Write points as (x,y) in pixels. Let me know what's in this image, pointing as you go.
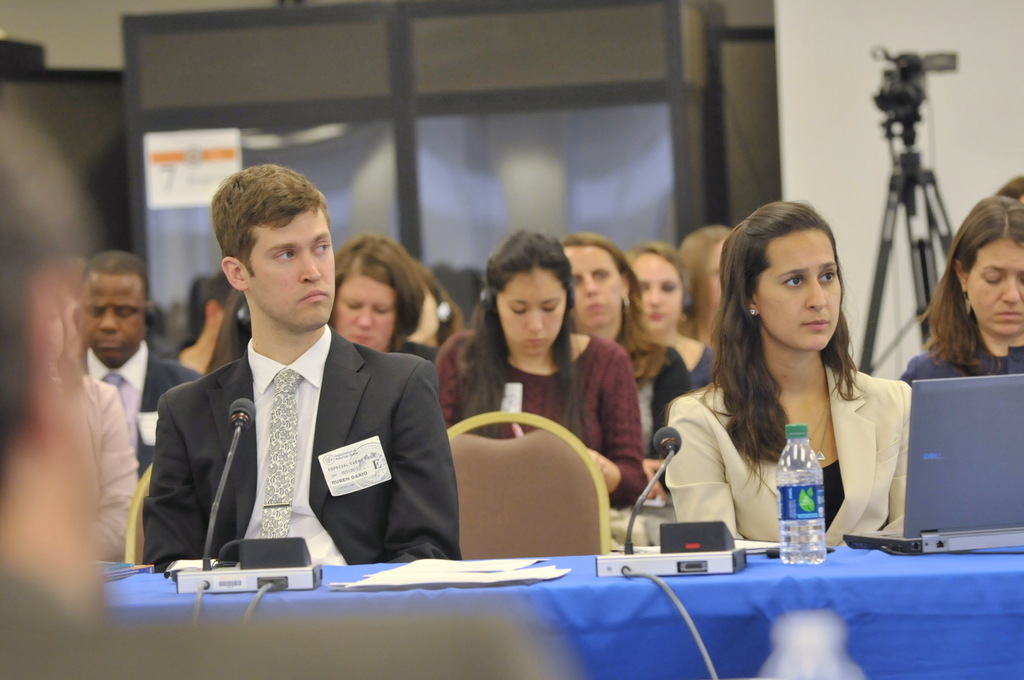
There are group of people (307,311) sitting on the chairs (512,462). This is a table (519,602) covered with blue cloth (575,620). This is a mike device (245,571), papers (464,570), laptop (916,488), water bottle (813,536) are placed on the table (771,587). At background (901,190) I can see a video recorder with a tripod stand (893,217). And this looks like a cabin (487,150) with glass doors (495,168).
